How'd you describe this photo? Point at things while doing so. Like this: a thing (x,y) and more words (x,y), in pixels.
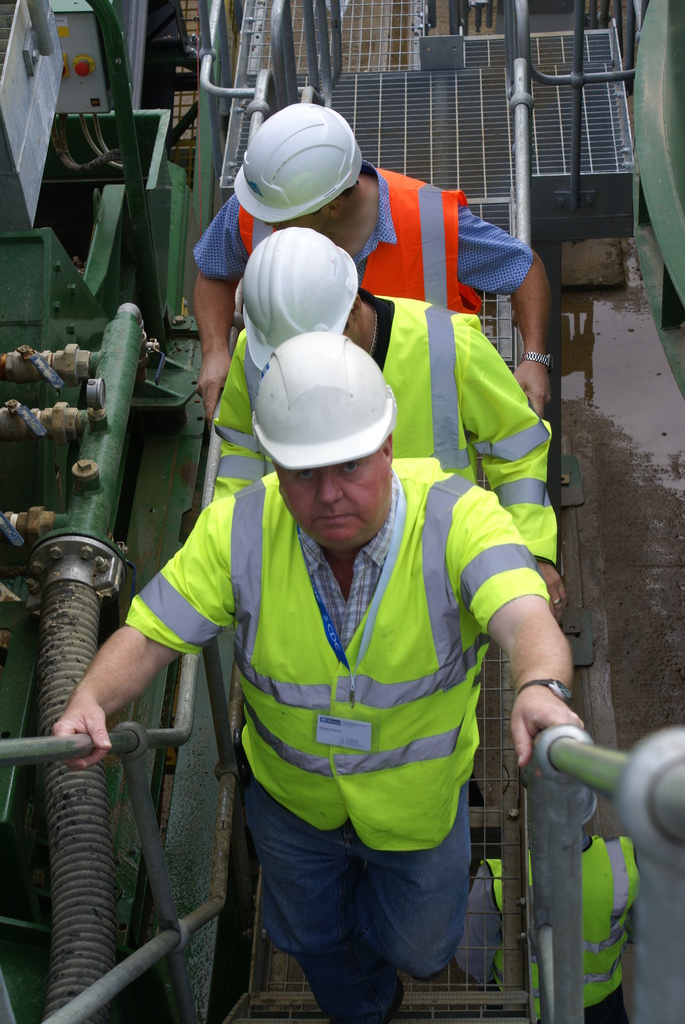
In this image, we can see some people (284,840) walking, they are holding railing (230,826), we can see some metal pipes (76,578).
